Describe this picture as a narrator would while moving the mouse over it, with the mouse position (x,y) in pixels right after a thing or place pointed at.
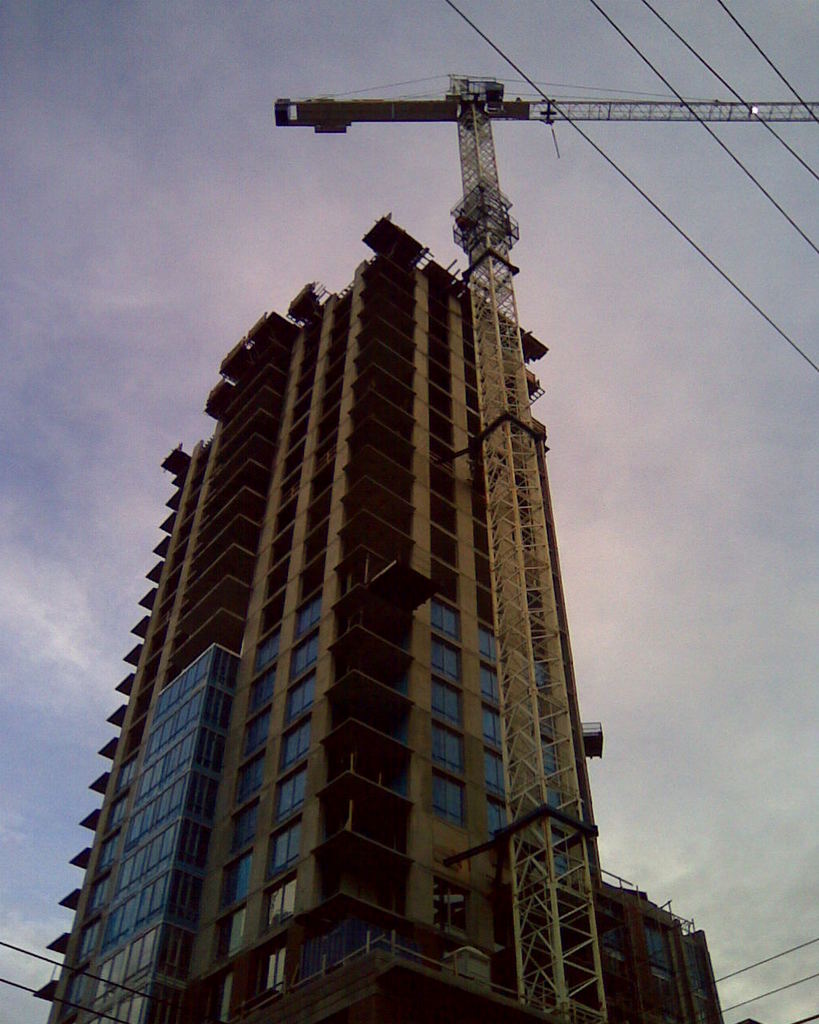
In the image we can see there is a building (417,815) and there is a construction crane (492,104). There is a cloudy sky (317,134).
